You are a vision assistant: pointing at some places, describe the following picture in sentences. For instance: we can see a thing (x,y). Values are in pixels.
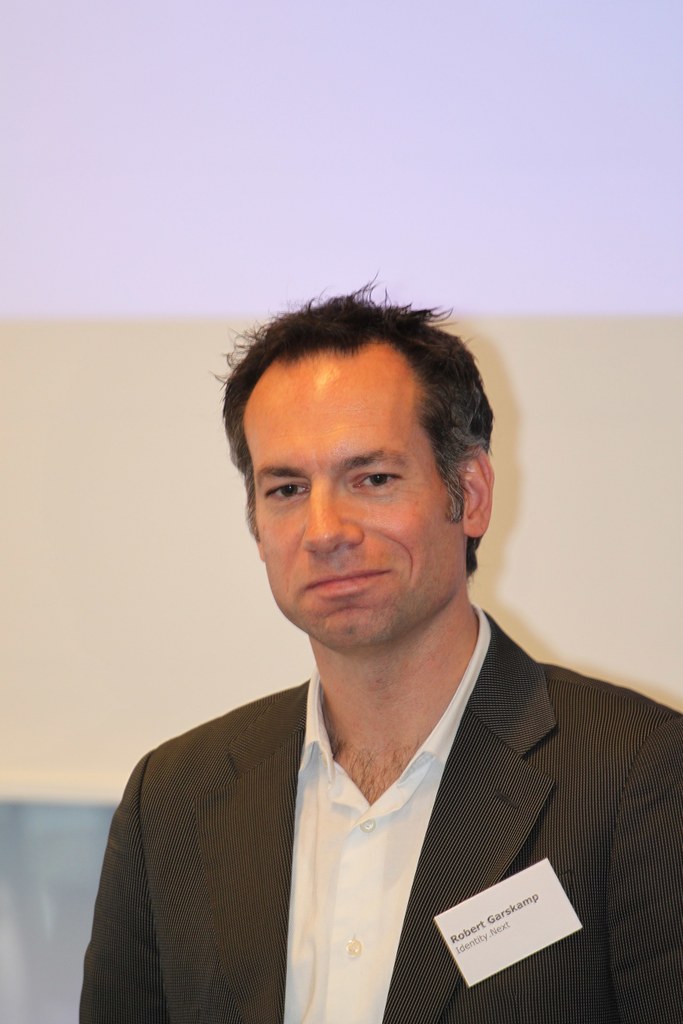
In the center of the image (340,542) we can see a man (368,617) is smiling and wearing a suit (266,858) and also we can see a paper (484,957). On the paper (500,899), we can see the text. In the background of the image (0,680) we can see the wall (620,373).
